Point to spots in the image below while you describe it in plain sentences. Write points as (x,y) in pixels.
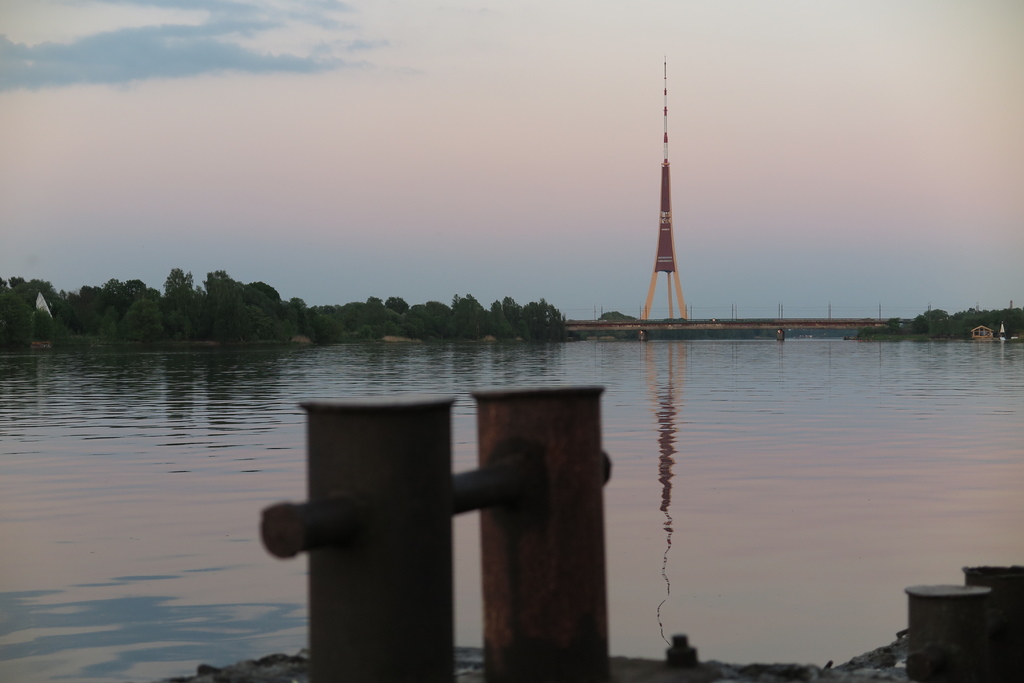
In this picture we can see a bollard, signal tower (668,310), around we can see so many trees (21,324).
